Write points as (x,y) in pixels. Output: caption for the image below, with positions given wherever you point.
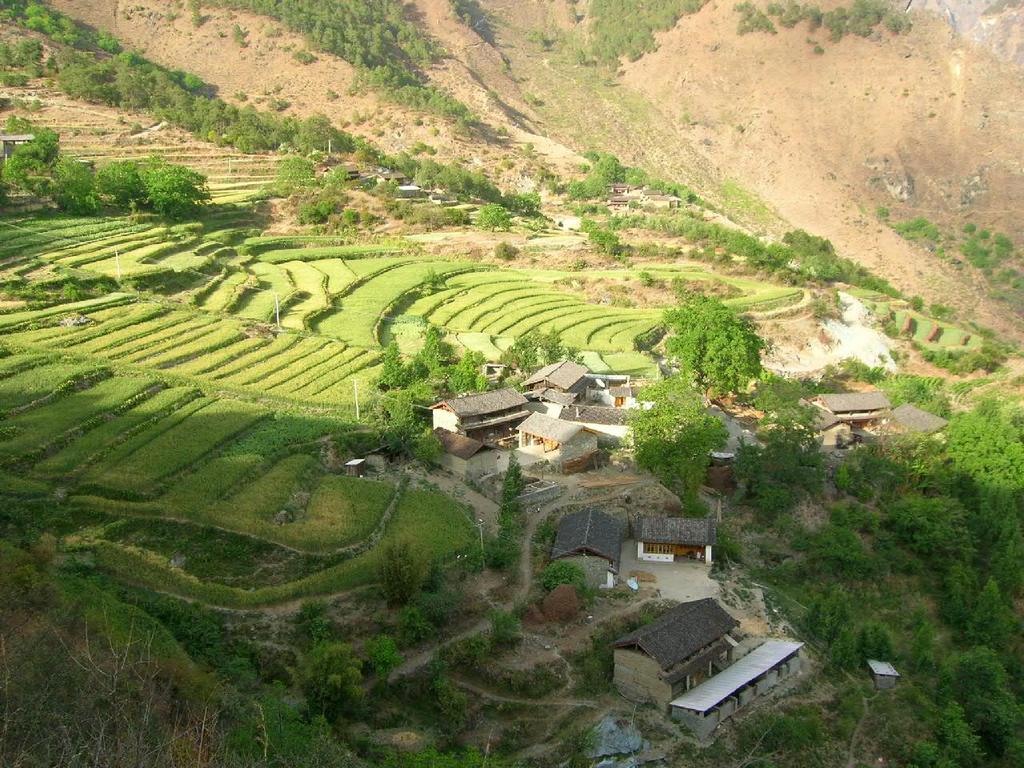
In this image I can see houses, trees (1013,534), farms (532,301) and mountains (764,219). This image is taken may be near the mountains (837,224).
